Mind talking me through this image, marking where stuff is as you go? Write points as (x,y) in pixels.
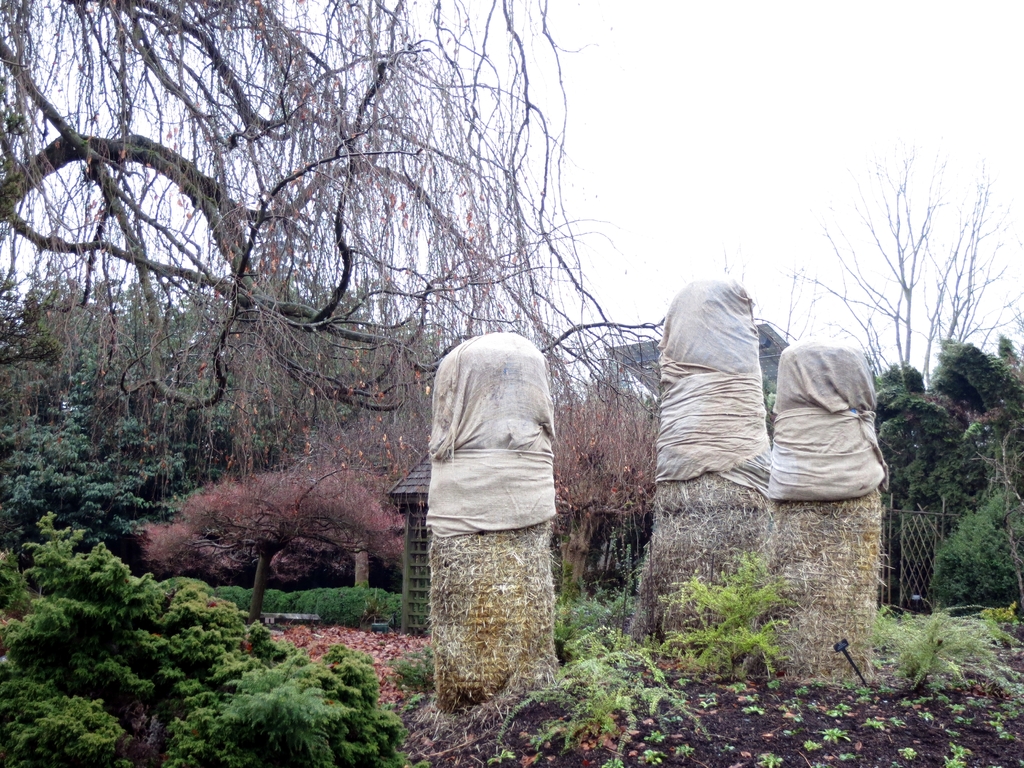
In the picture there are some objects (672,532) on the ground (642,667) and around the objects (498,612) there are many trees (220,425) and plants (963,589), there is a small hut (409,501) behind one of the object (441,573).
